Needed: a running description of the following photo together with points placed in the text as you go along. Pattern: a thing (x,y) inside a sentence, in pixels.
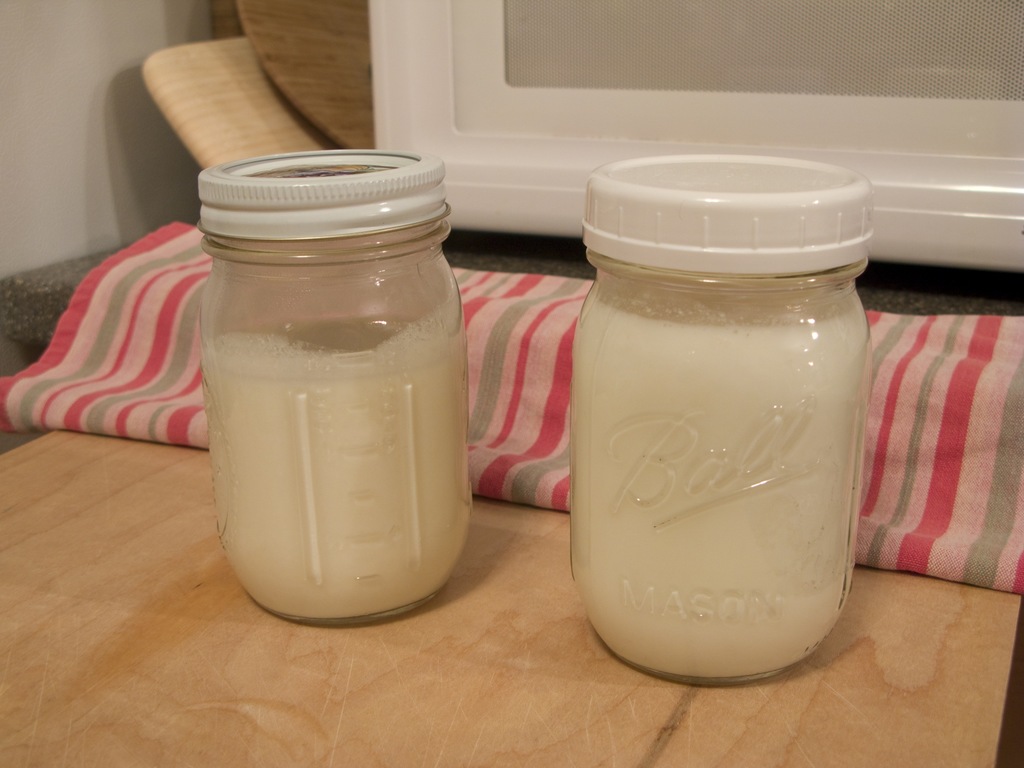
In this image I can see the cream colored wooden board (173,645) and on it I can see two glass jars (404,424) with liquid (615,470) in them. I can see the pink colored cloth (172,368), few wooden boards (242,50), the wall (111,89) and a white colored object (645,127).
